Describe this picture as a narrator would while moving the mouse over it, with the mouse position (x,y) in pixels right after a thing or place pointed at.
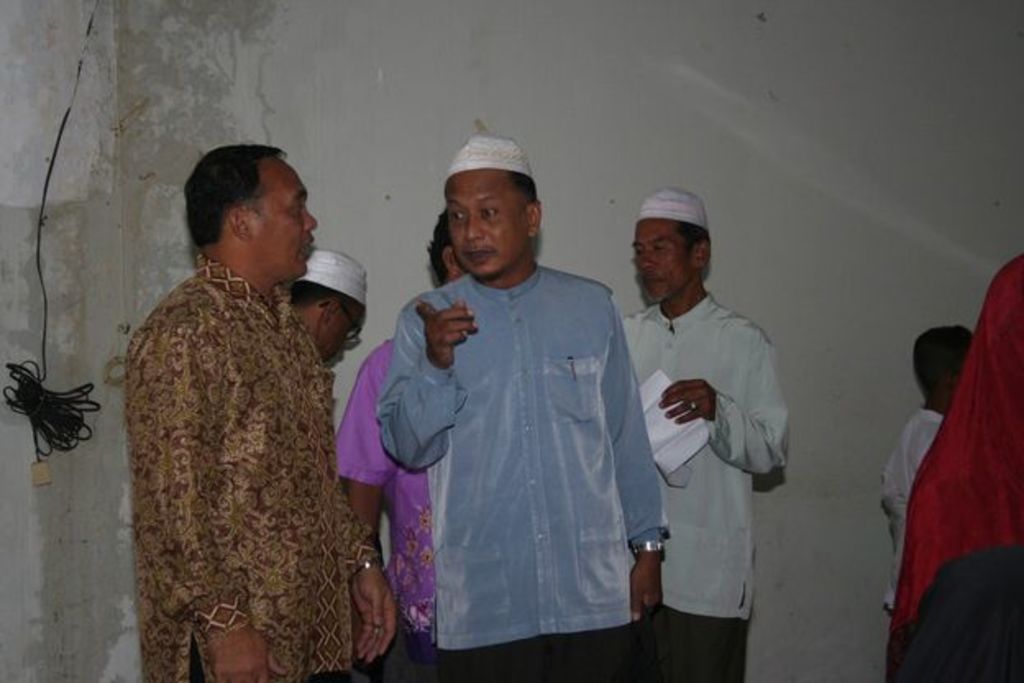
This picture might be taken inside the room (600,278). In this image, in the middle (661,408), we can see group of people (318,269) standing. On the right side (891,476), we can see two persons (962,341). On the left side (78,423), we can see an electrical wires (89,402). In the background (585,106), we can see a wall (616,273) which is in white color.
